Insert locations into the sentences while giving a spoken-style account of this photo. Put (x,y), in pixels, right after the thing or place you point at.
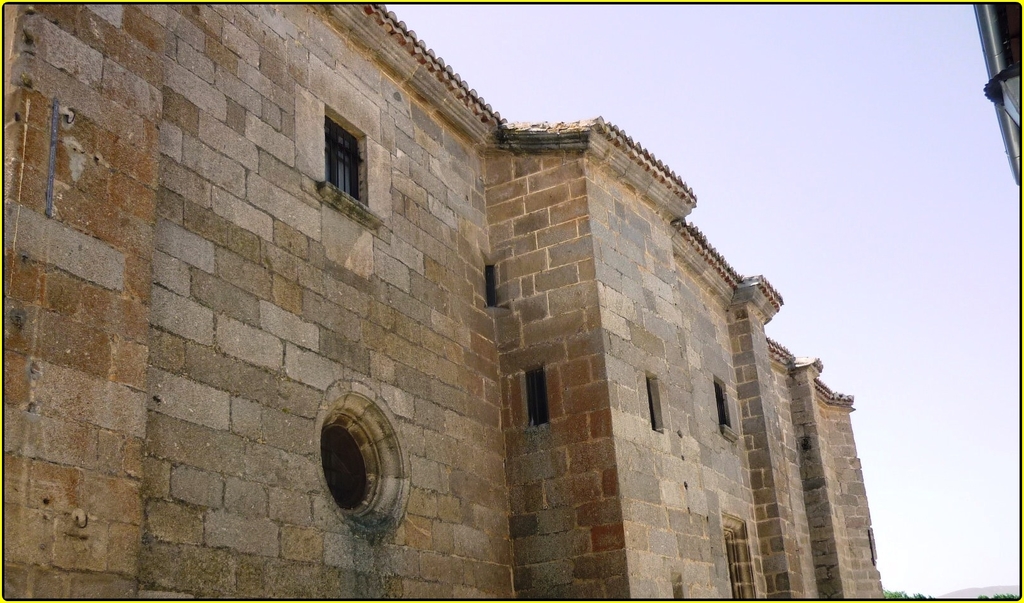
In this picture we can see a building (126,231) with windows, leaves (1002,597) and in the background (847,204) we can see the sky (802,112).
